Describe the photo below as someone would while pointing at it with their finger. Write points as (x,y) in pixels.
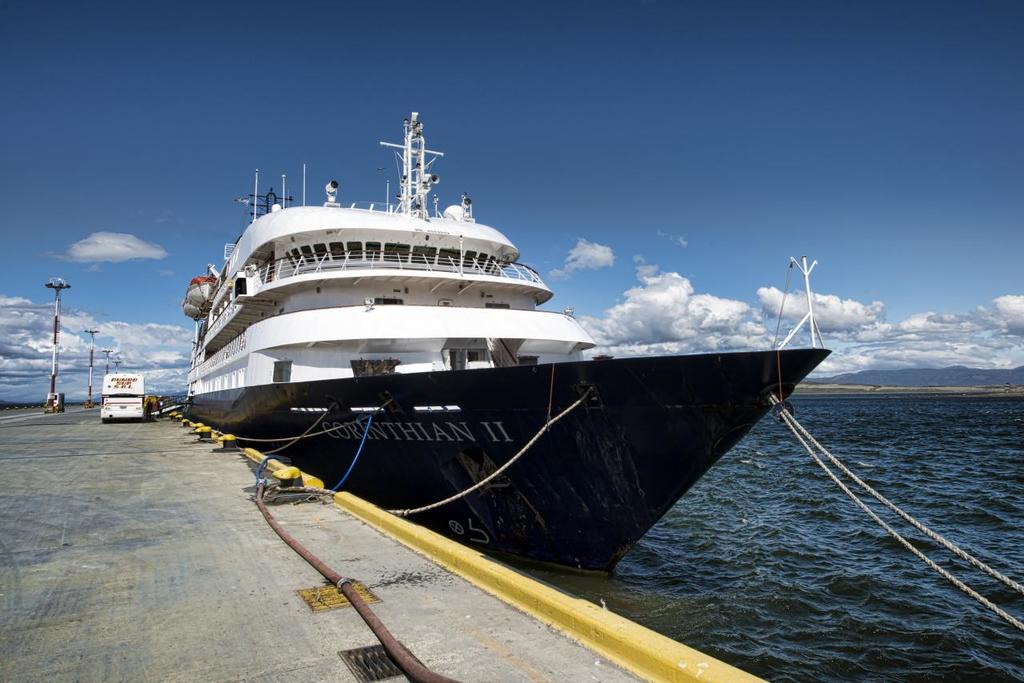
In the picture there is a concrete surface (292,569) and beside that there is a ship (312,411) docked on the water (648,532) and there is a vehicle (127,401) on the concrete surface (98,408) in a distance, around the vehicle (114,380) there are some poles (54,363).
